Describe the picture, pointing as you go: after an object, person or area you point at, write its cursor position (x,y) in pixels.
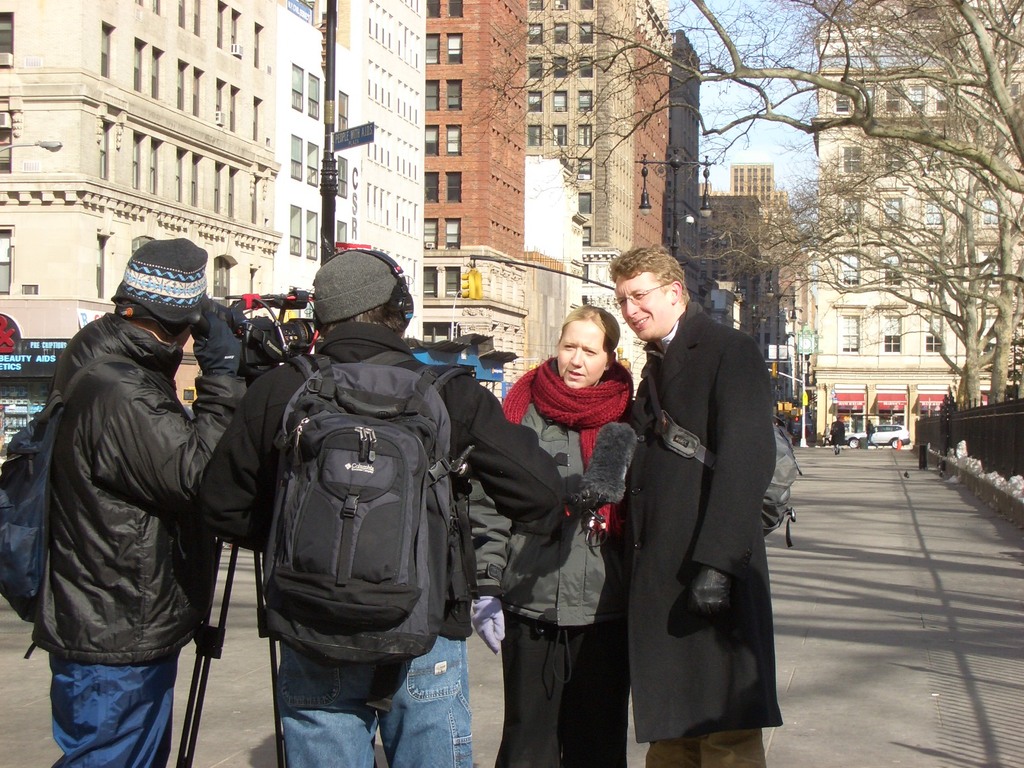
In this image I can see group of people (534,397) standing, in front (379,404) the person (268,376) is wearing black jacket (463,632), blue pant (456,647), black bag (405,401). Background (845,264) I can see few vehicles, dried trees (857,273), buildings (4,198), and sky (742,108) is in blue and white color.
